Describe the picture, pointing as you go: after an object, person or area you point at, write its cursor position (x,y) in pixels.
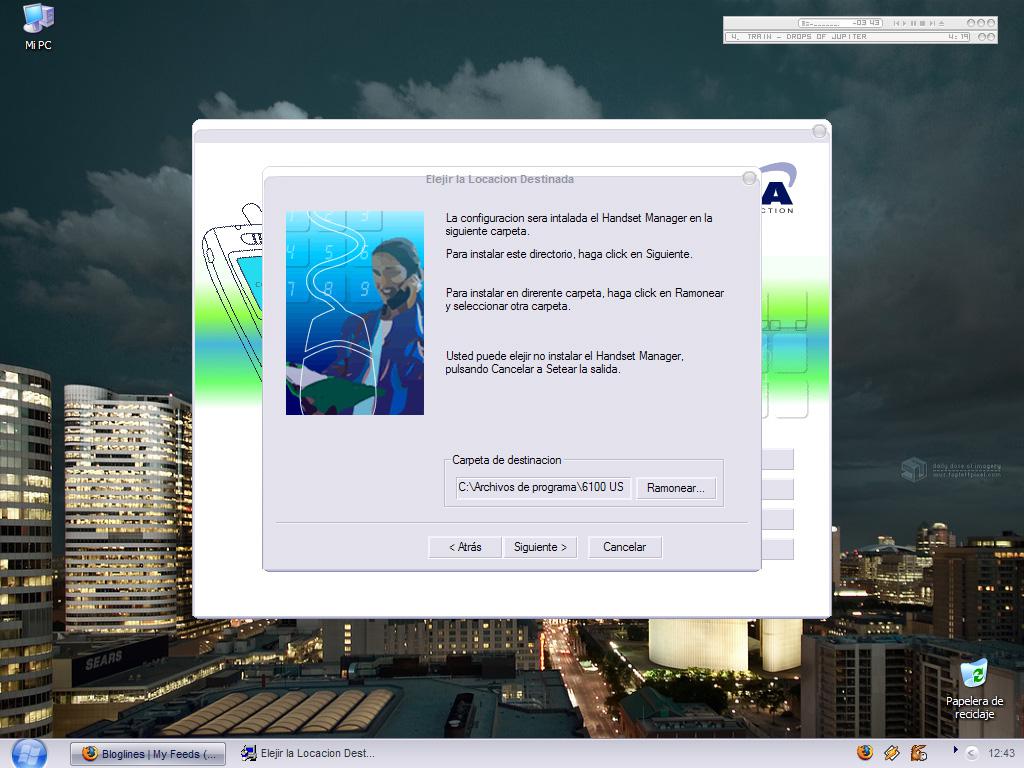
In this image we can see the display screen (401,413) of a desktop (270,344).
